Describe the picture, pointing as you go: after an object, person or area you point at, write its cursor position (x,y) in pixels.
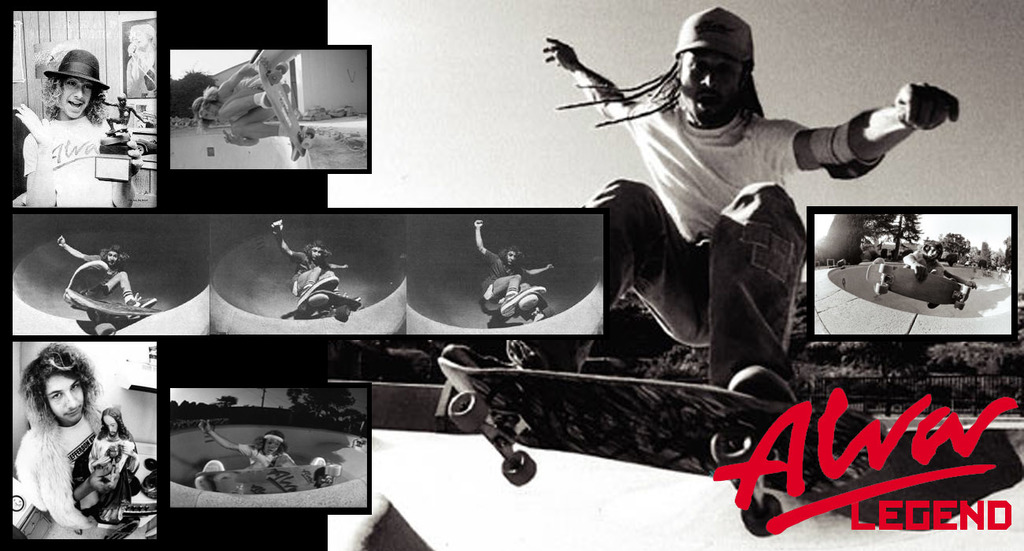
This is an edited image. Here we can see a person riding a skateboard (545,399). There are pictures (314,309) of persons (208,434). At the bottom of the image (740,489) we can see some text (932,457).
